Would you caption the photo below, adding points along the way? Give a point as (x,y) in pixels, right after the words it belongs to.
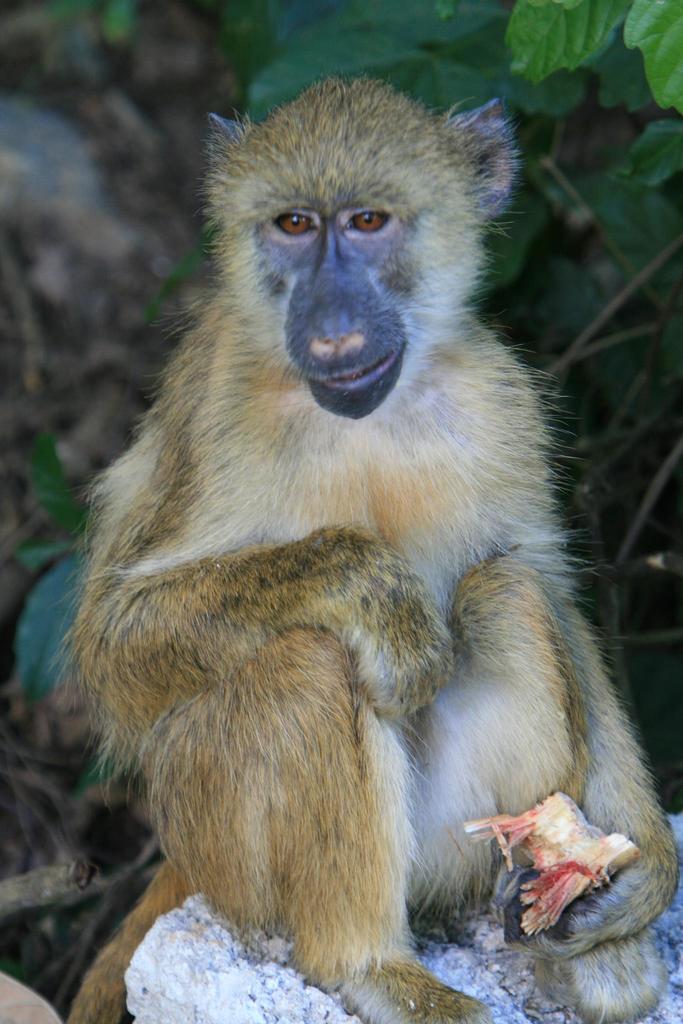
In the middle of the image (352,561) we can see a monkey (278,165) holding something in the hand (610,896) and sitting on a stone (164,1005). Behind the monkey (209,854) there is a tree (677,682).
